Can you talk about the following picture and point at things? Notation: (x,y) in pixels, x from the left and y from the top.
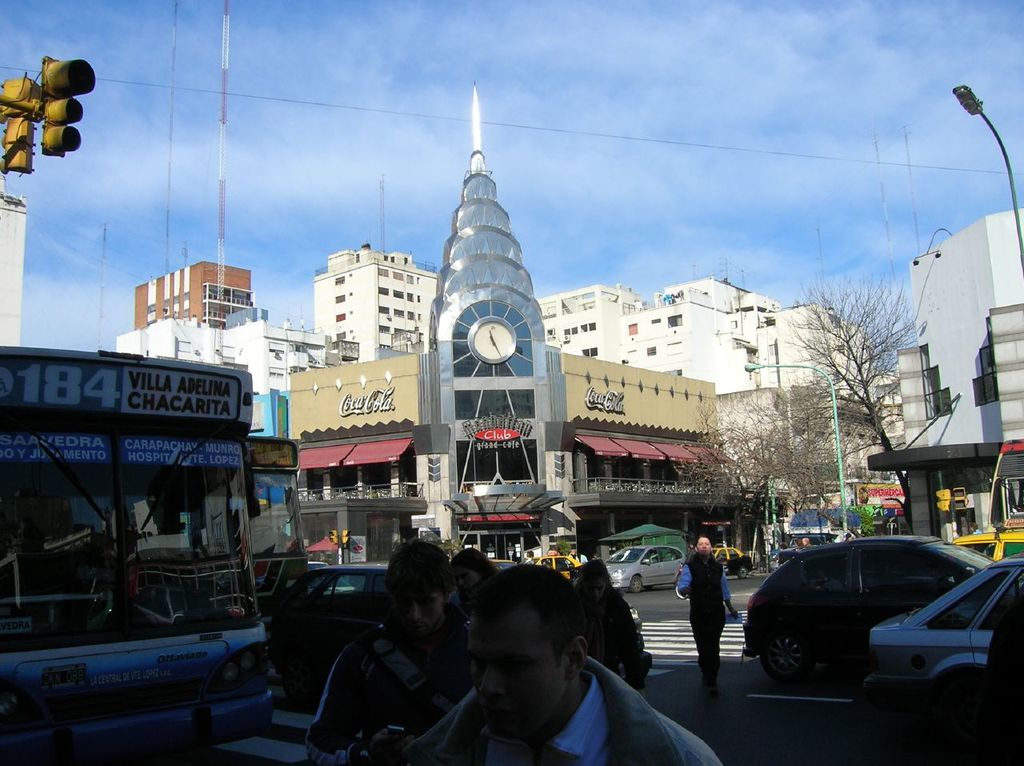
At the bottom of the image (756,715) there is a road (764,704) and we can see buses (188,493) and cars (907,611) on the road (838,714). There are people (630,742) walking. In the background (340,474) there are buildings (677,476) and trees (747,486). On the right (774,366) there are poles (841,474). On the left (55,110) there are traffic lights (43,107). At the top (244,128) there is sky (515,118).
